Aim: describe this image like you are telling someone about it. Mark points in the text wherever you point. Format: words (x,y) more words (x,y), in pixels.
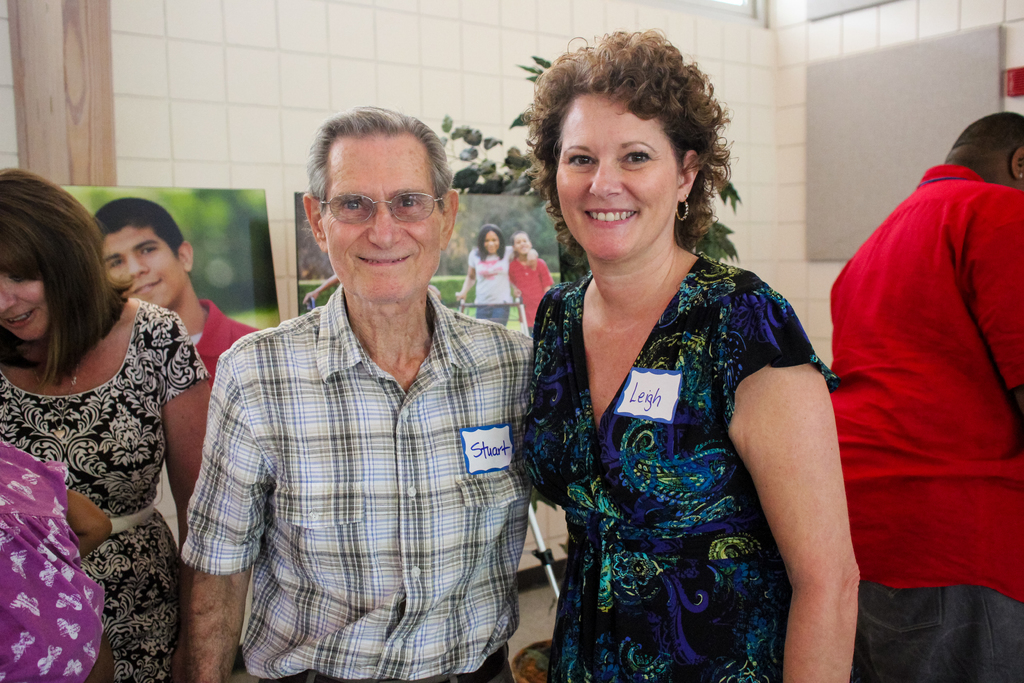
In this picture I can see few people (653,394) are standing and I can see couple photo frames (309,262), a plant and a wall (492,44) in the background (445,53).
